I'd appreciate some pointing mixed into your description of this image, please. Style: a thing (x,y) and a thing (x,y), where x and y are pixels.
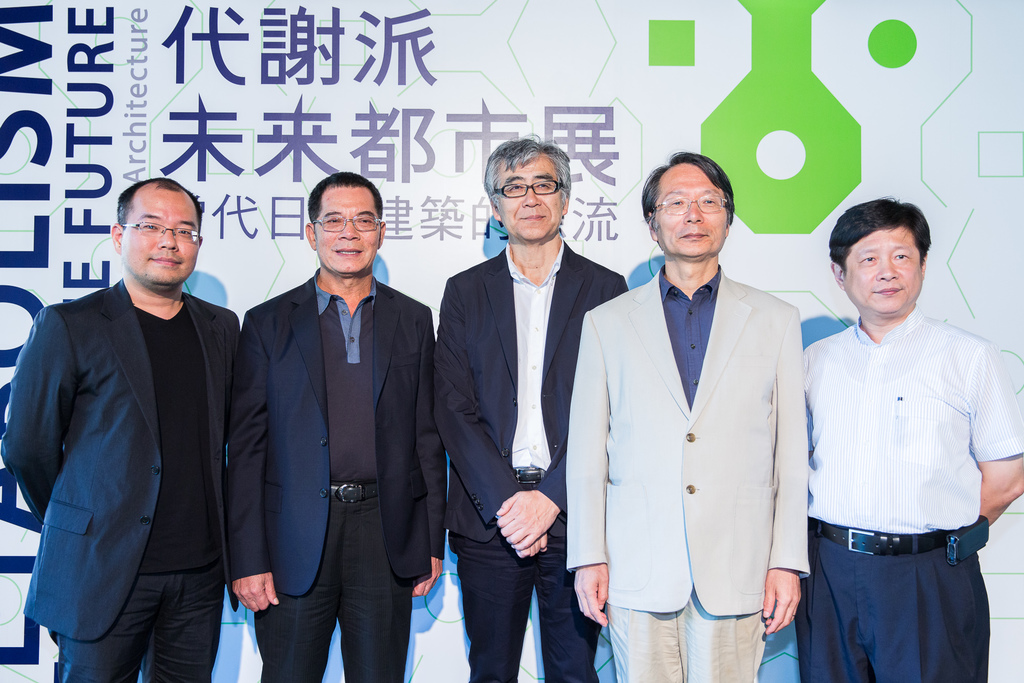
In the center of the image (534,253) we can see people (527,426) standing. In the background (680,78) there is a board (382,120).
